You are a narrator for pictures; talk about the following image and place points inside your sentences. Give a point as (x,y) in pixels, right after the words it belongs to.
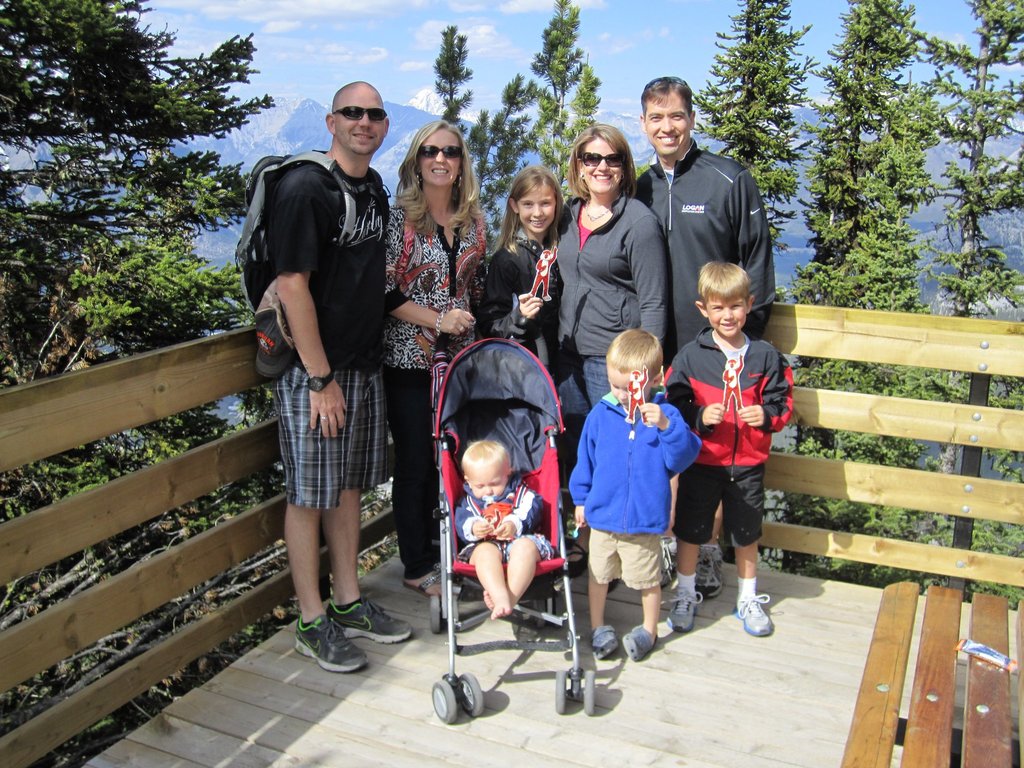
In the center of the picture (569,263) there is a family (531,303), a kid (501,468) is in the cart (481,434). On the right (943,690) there is a bench (940,636). In the center of the picture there are trees (144,144). In the background (287,116) there are mountains (1022,125).
